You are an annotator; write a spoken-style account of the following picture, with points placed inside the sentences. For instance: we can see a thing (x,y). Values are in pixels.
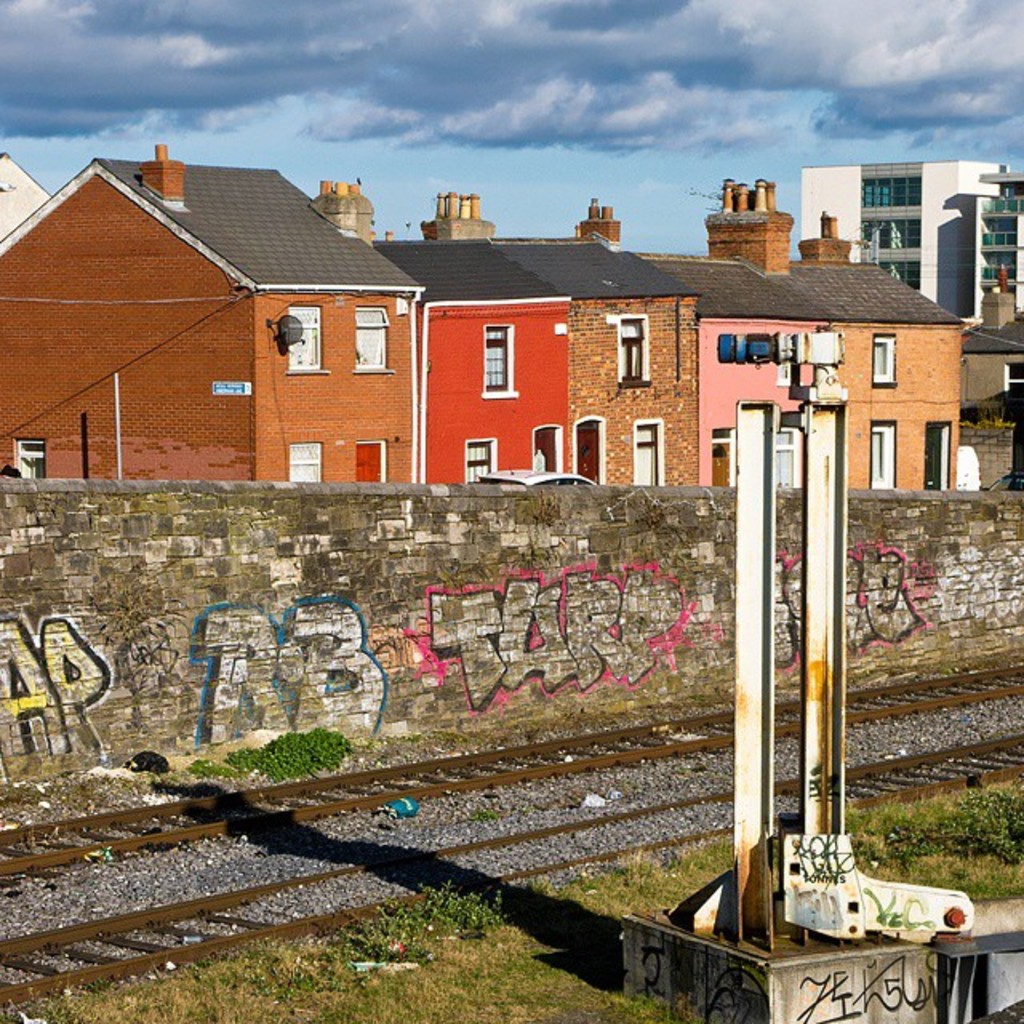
In the image I can see a place (431,456) where we have some buildings (547,349), houses (547,349) and also I can see a wall (602,524) on which there is something written.
